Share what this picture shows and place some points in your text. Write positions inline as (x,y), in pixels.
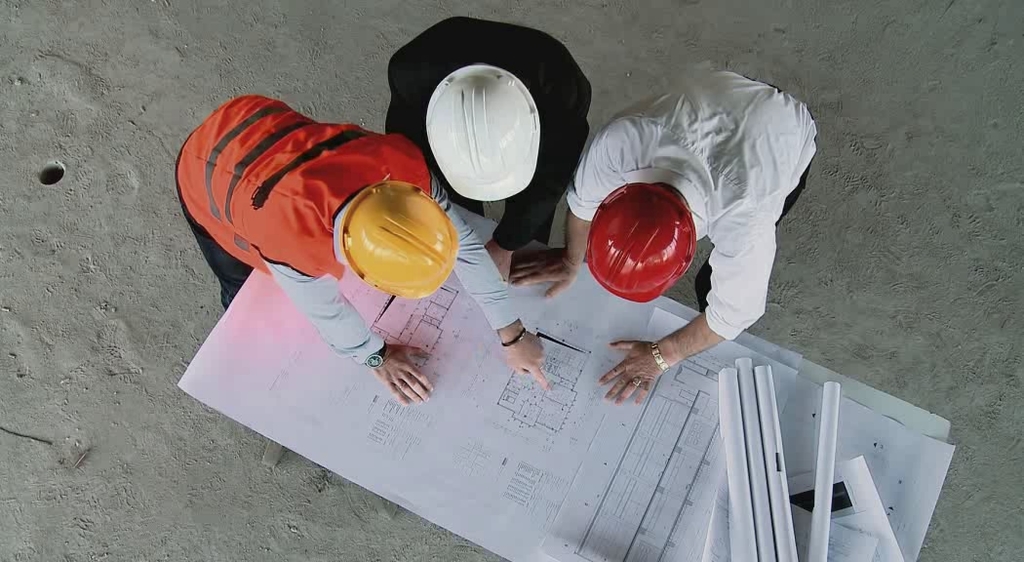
In this image we can see three persons (443,175) wearing helmets (483,179) and looking towards the engineer's plan (499,391) and we can also see some paper rolls (732,494).
